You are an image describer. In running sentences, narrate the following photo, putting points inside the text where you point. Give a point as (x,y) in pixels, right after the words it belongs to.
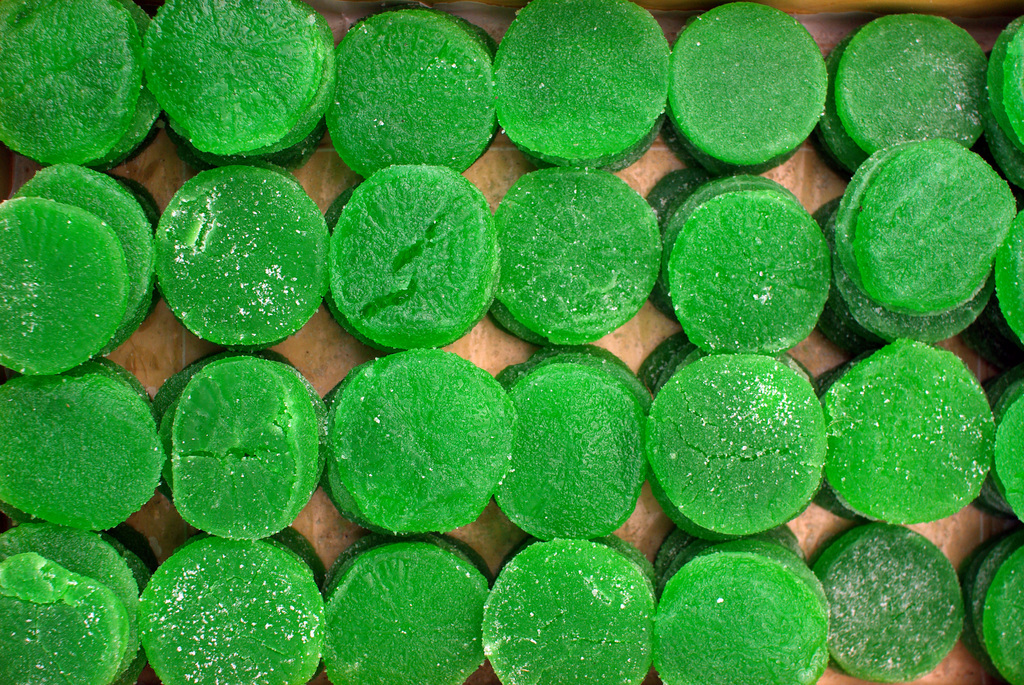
Here we can see candies (675,397) on a platform (647,555).
